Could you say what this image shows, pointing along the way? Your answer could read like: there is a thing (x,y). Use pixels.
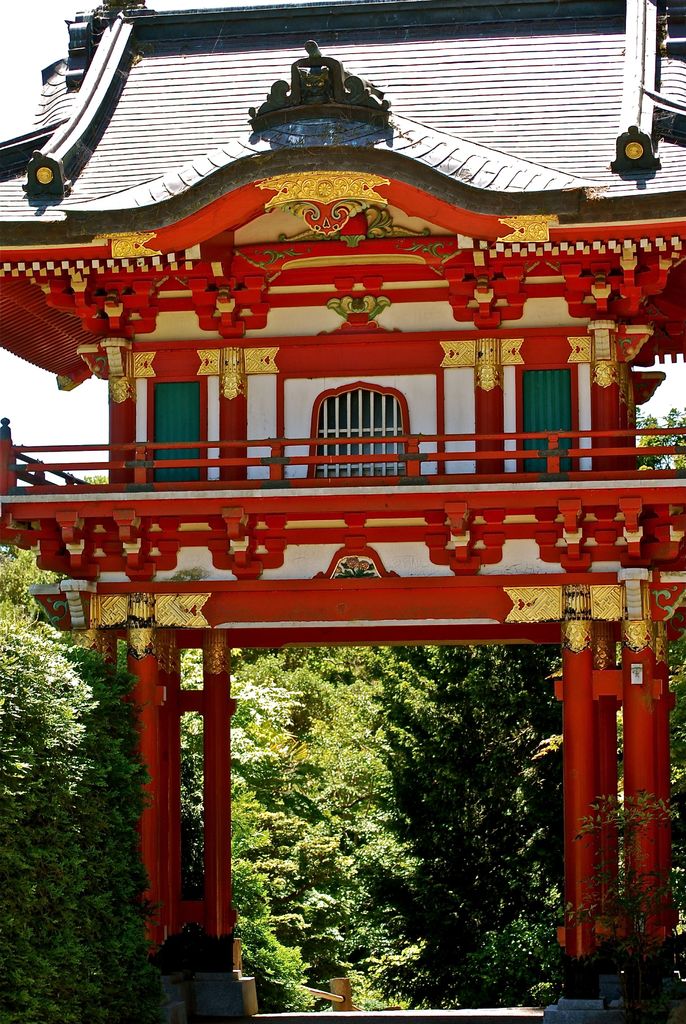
In this picture we can see a temple (391,59), pillars (614,795), trees (380,735). In the background (72,420) we can see the sky (84,410).
